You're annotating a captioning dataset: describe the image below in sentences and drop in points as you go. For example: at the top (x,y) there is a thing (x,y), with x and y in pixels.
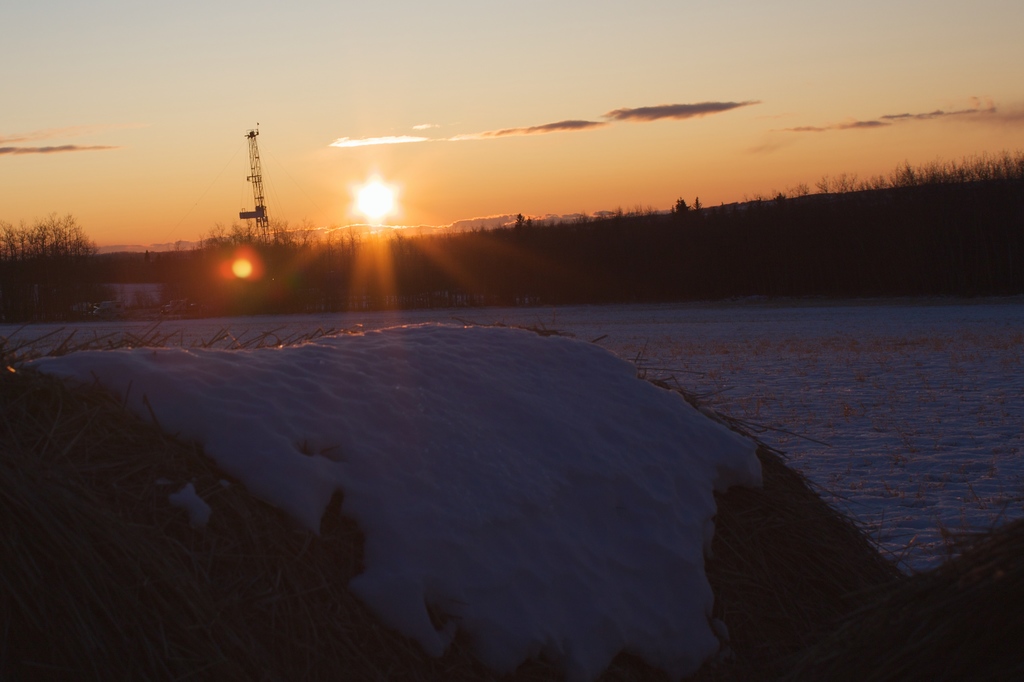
In this image I can see a dry grass (739,530) and snow (515,516). Back Side I can see tower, field (894,457), sun (374,194) and trees (778,249). The sky (170,105) is in white and orange color.
